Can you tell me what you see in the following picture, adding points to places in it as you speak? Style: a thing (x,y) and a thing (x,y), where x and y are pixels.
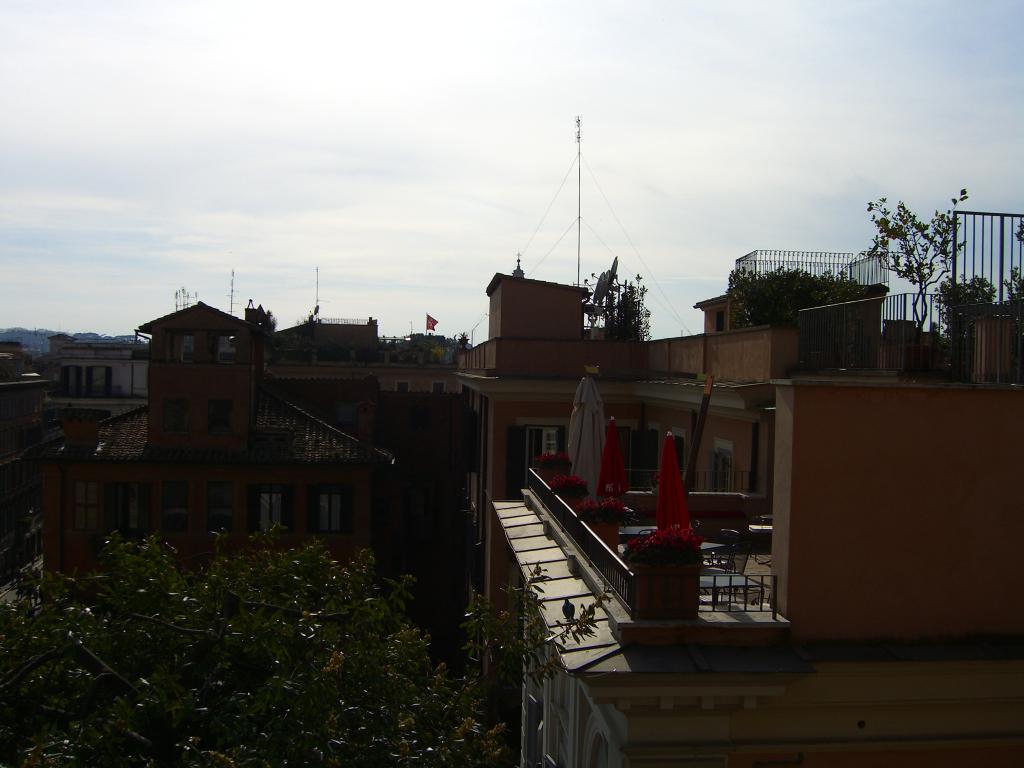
As we can see in the image there are buildings (975,391), plants (880,244), fence (852,252), trees (405,645) and sky (335,105). The image is little dark.
